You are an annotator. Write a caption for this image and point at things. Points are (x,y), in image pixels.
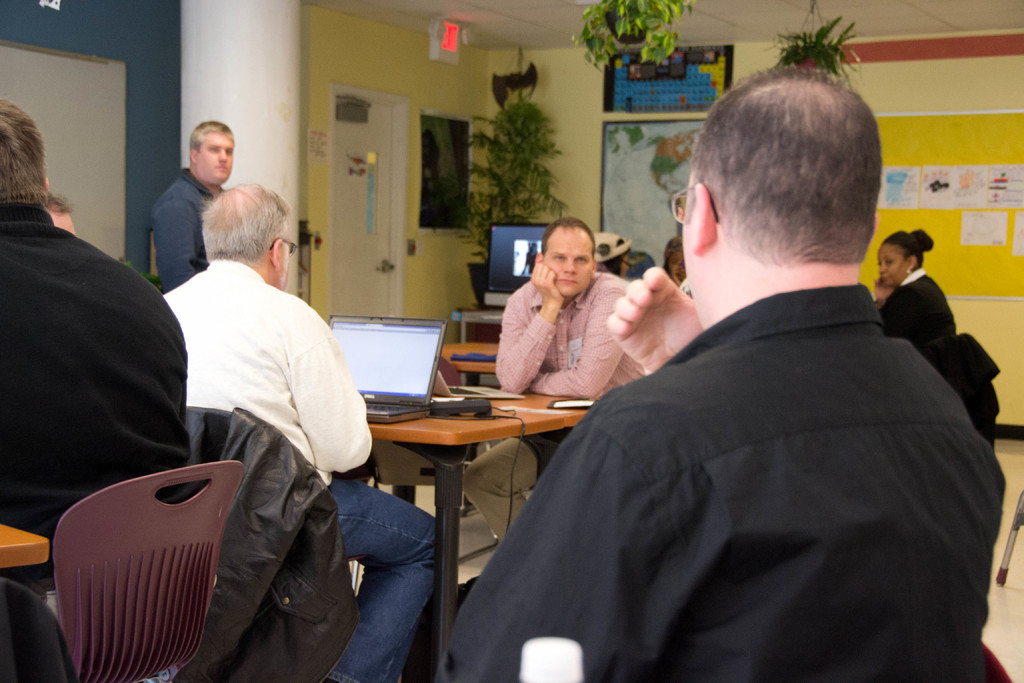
In this image we can see there are people (525,378) sitting on chairs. In front of them there is a table (467,436), on the table (454,430), we can see laptop (496,389), papers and a few objects (456,409). At the back (496,259) we can see there is a T. V (514,264) on the table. And there are boards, potted plants (518,159) attached to the wall (470,258).
